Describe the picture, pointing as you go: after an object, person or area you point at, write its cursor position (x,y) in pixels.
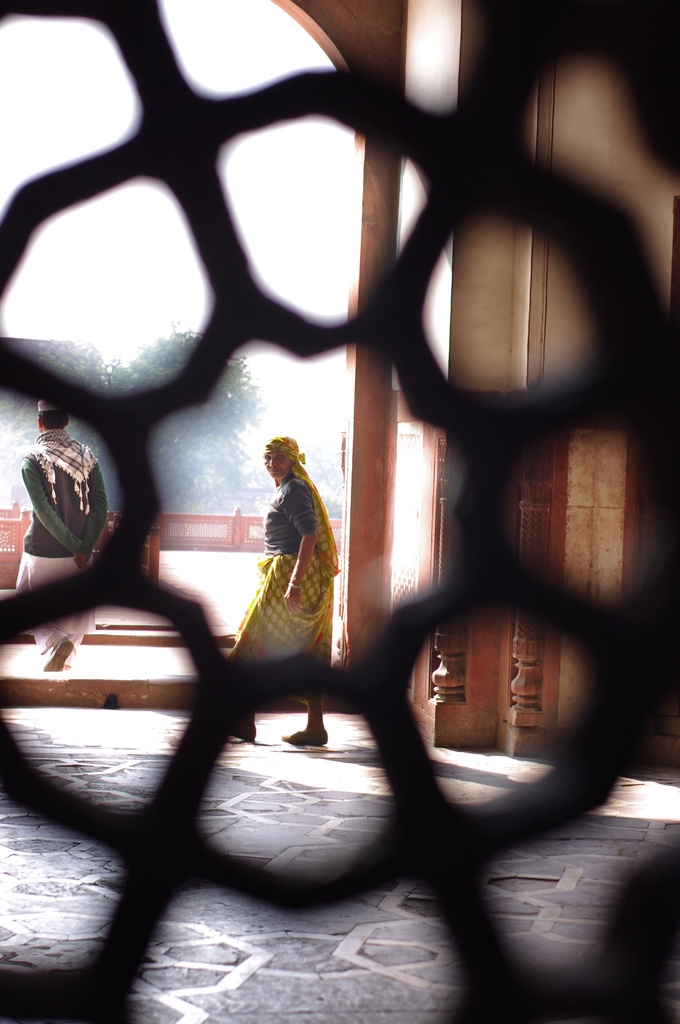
This picture seems to be clicked outside. In the foreground (200,660) we can see some object (313,892). In the center (281,565) we can see the two persons (37,500) walking on the ground (374,779). In the background (413,695) we can see the sky (120,233), trees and some other objects (524,514).
